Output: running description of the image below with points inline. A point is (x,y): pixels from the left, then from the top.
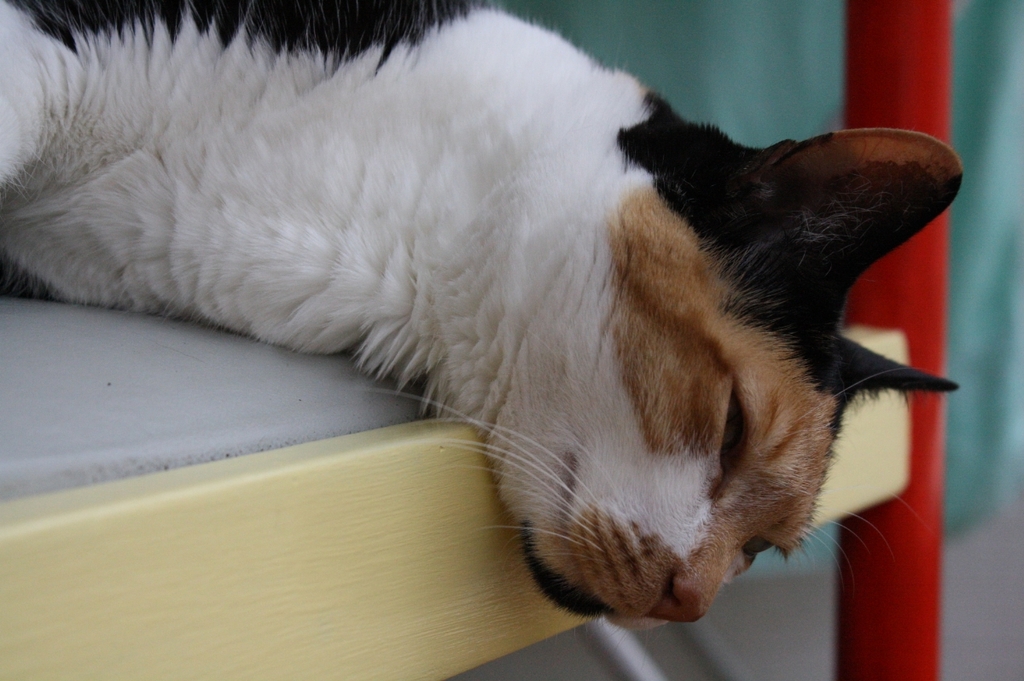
In this picture we can see a cat (434,192) is lying on an object (392,391). Behind the cat (732,276) there is the blurred background (902,12).
